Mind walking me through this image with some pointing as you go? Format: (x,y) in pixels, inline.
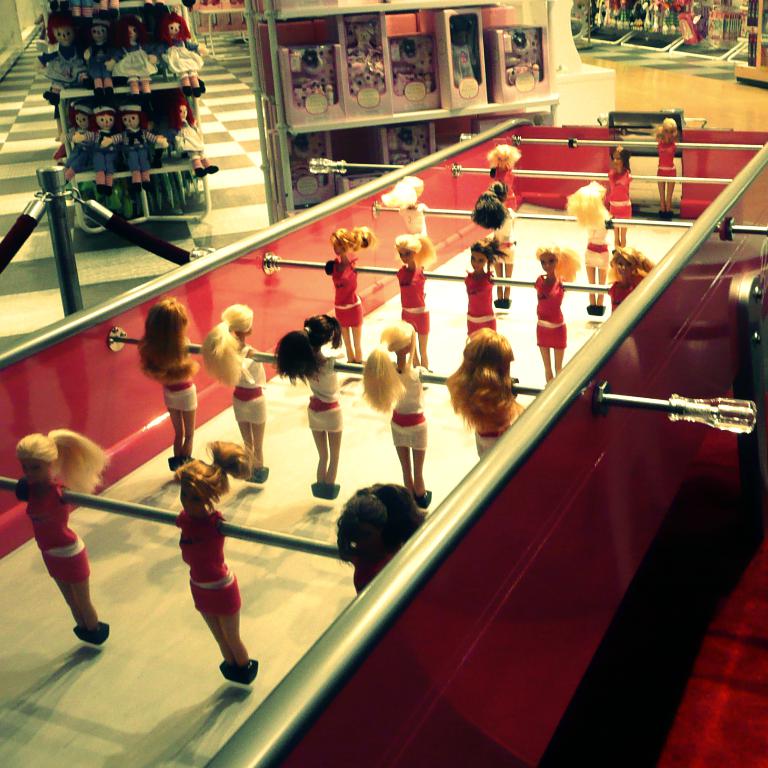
In this image, there is a table top football table (215,520) which is colored red. There are some dolls (52,98) in the top left of the image (170,105).
